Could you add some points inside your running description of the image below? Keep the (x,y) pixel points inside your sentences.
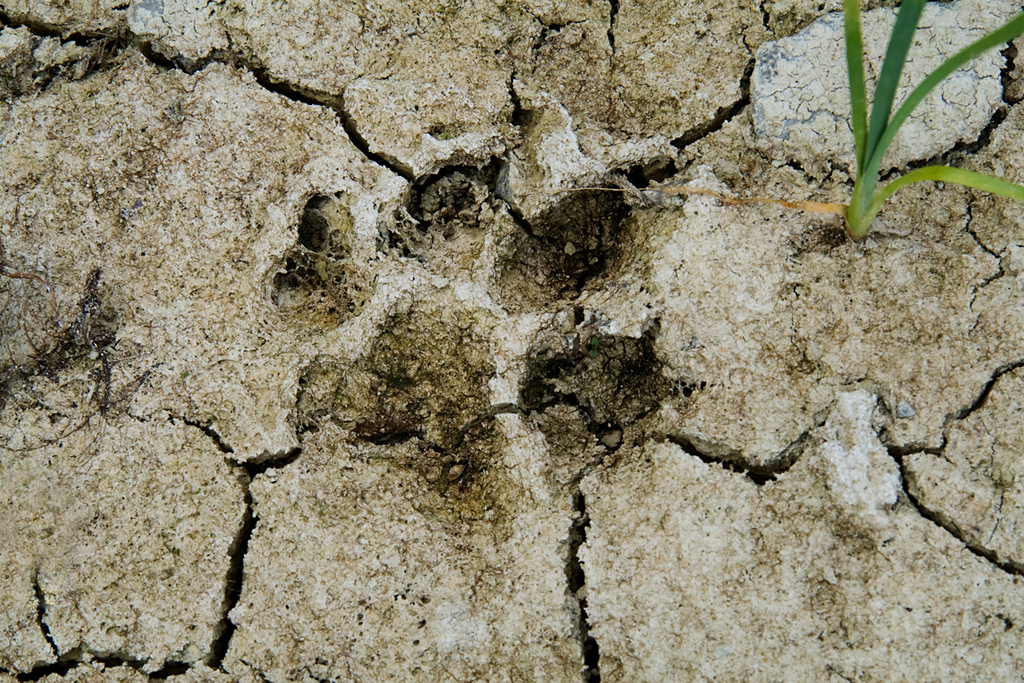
In this image, we can see the ground (530,395) with cracks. We can also see some grass (872,158).
